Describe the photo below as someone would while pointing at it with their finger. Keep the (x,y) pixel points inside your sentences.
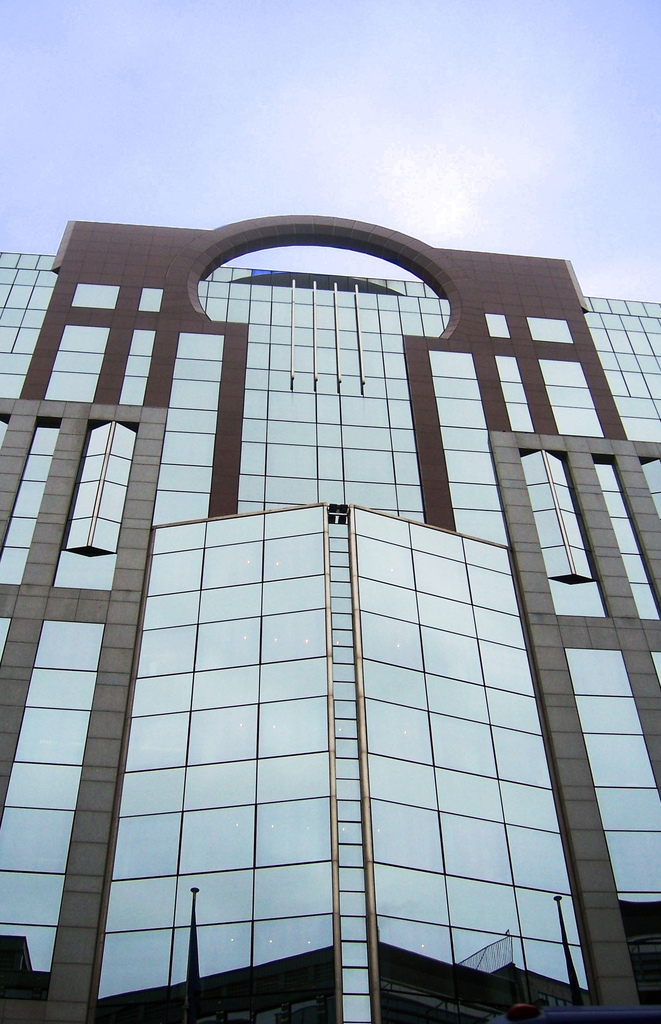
In this image we can see a building (328,454). In the background (361,86) we can see sky (454,103).
